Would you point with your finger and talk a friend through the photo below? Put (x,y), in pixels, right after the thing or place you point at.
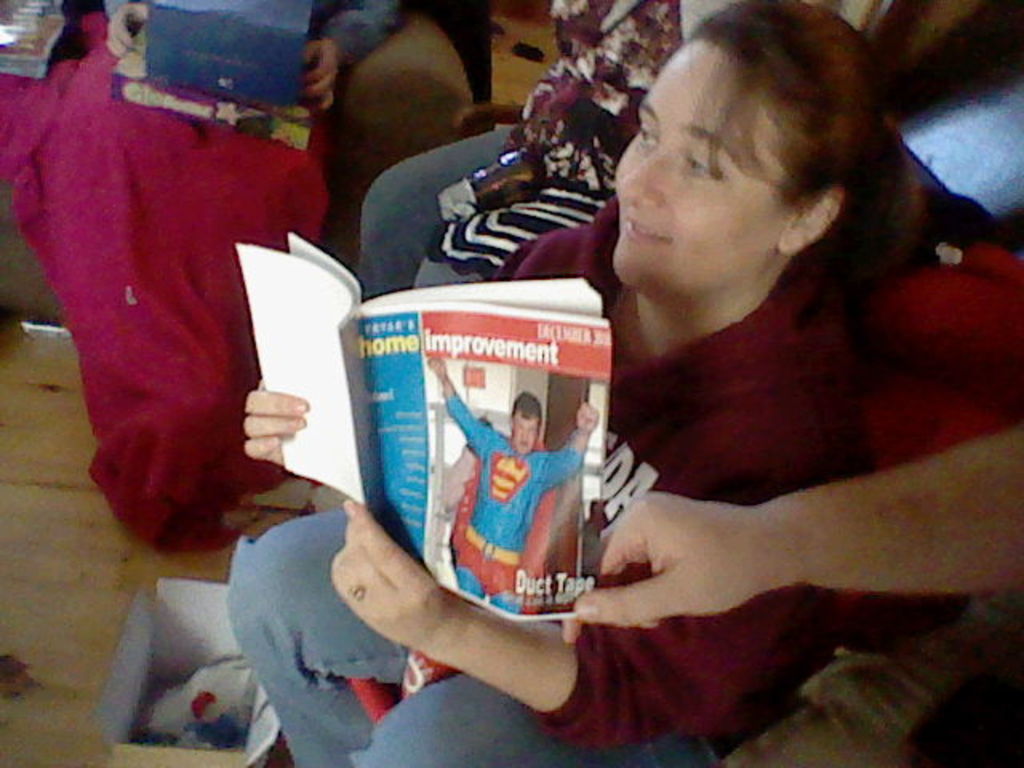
In this image I can see a person (583,727) sitting and holding a book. The person (652,673) is wearing red shirt (652,673), blue pant (445,700). Background (110,188) I can see few other persons (569,103) sitting and I can see a cardboard box (223,647).
